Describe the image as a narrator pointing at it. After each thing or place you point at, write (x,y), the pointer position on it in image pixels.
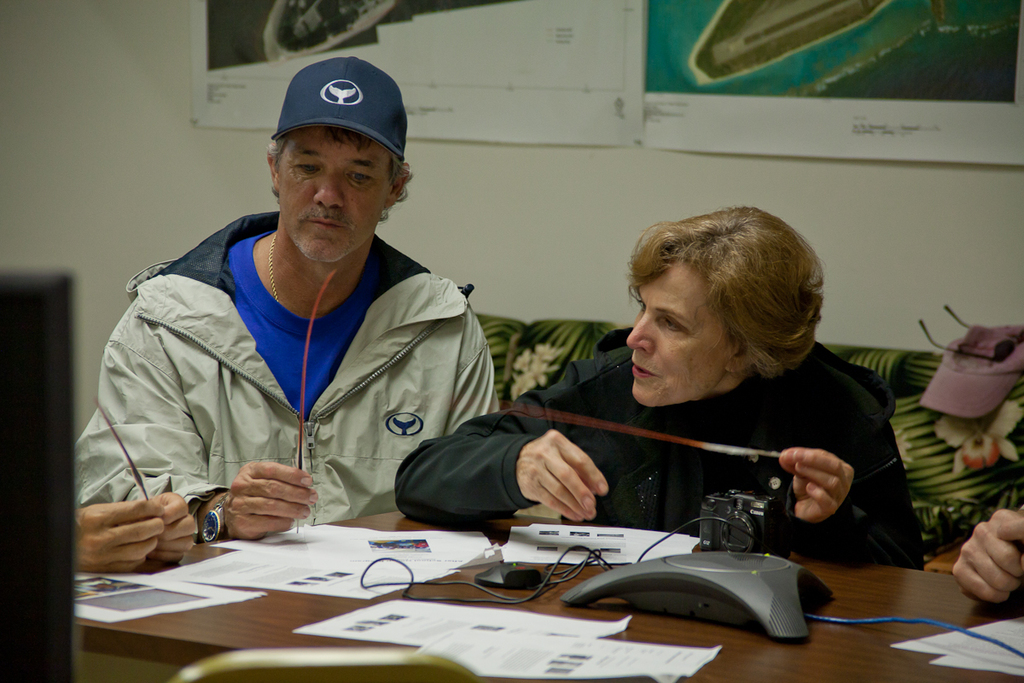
In this image we can see there are two people (382,405) sitting on the couch (551,349) and holding an object (718,448). And there is the table (343,600), on the table (645,633) there are papers (435,552), camera (723,543) and a few objects (702,580). And at the back (985,366) we can see the cap (973,377) and spectacles (934,346) on the couch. And there is the wall (575,230) with posters (574,109).
